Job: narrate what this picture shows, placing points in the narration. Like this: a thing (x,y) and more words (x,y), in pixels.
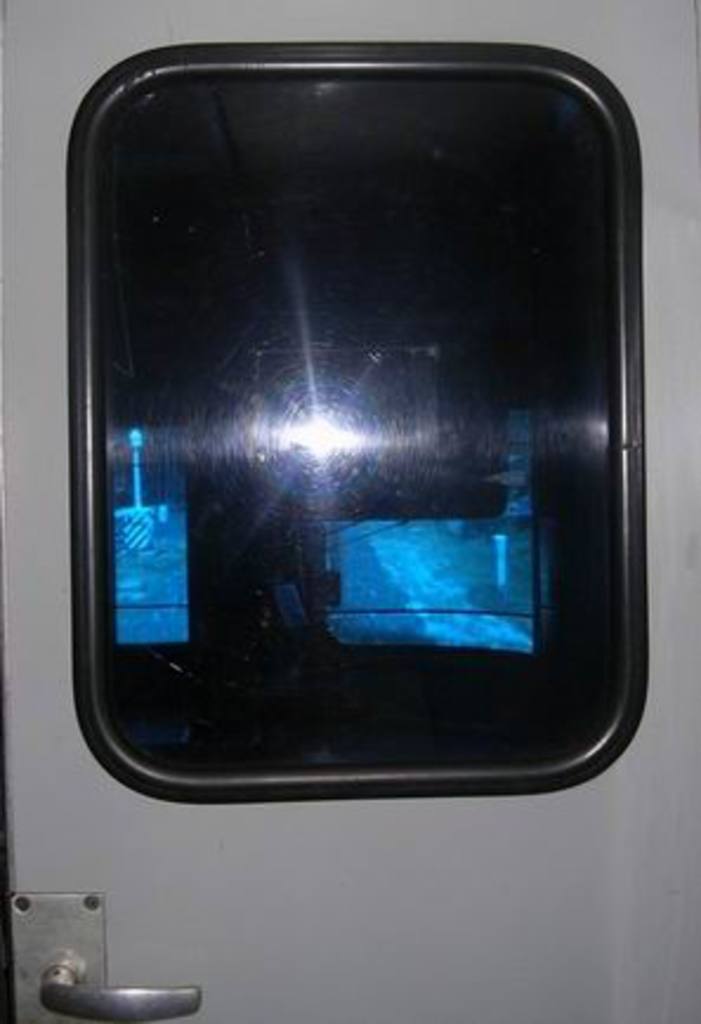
In this image we can see a door (377,716) with the handle (74,916).
